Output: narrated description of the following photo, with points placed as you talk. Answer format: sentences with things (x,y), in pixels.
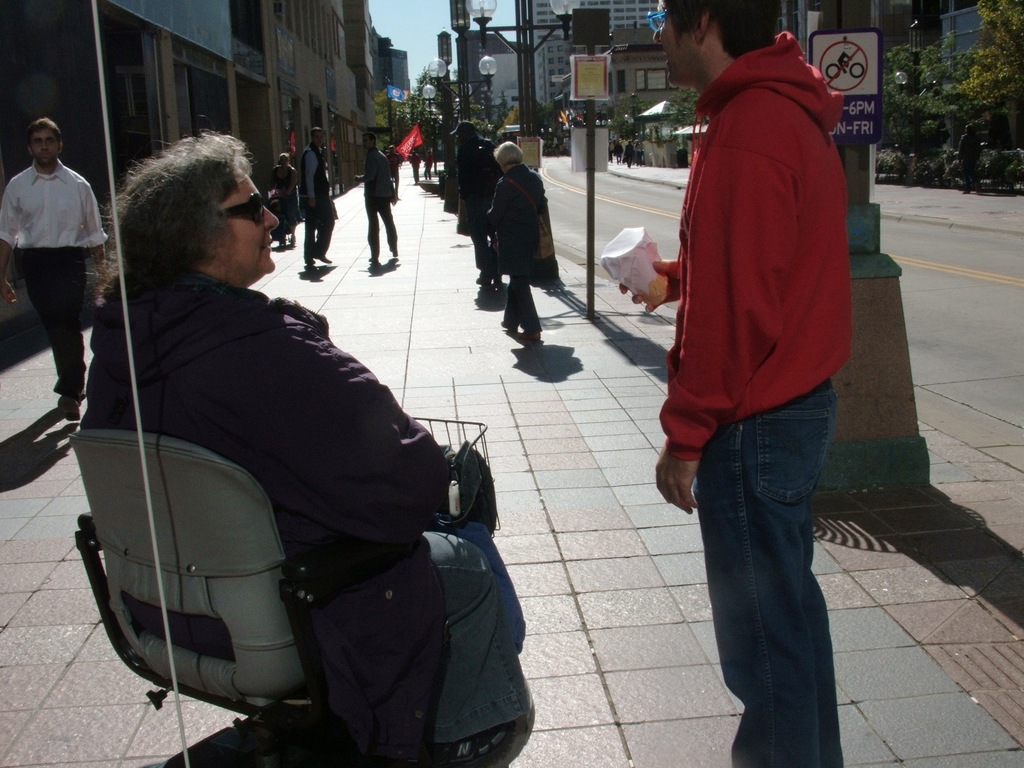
This is an outside view. Here I can see a person (468,673) wearing a jacket (272,435), sitting on the chair (225,663) and looking at the man (723,236) who is standing in the front (785,722). This man (748,328) is wearing a red color jacket (720,298), jeans (736,550), holding a paper (638,268) in the hand (673,267). In the background (526,220), I can see few people (469,223) are walking on the footpath (423,243). On the right side (936,261) there is a road (958,281). On both sides of the road (970,312) I can see few poles (471,86), trees (932,108) and buildings (360,46). On the top of the image (408,12) I can see the sky (394,16).
